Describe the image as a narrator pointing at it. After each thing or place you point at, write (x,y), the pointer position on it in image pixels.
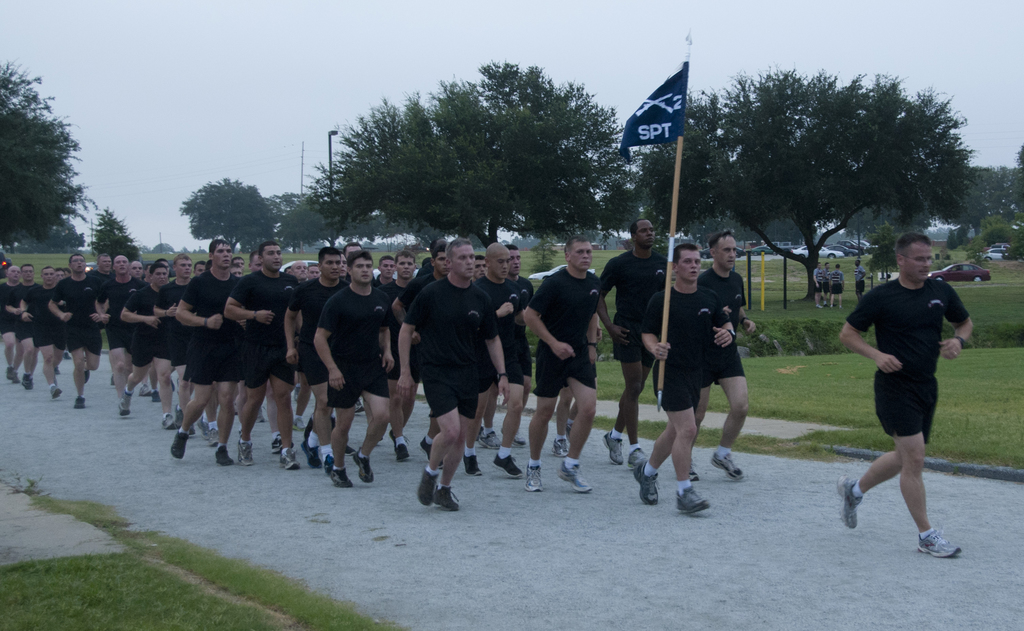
In this image we can see group of people (382,379) are running on the road (383,532) and there is a person (674,444) holding a flag (639,137) with his hand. Here we can see grass (79,585), poles (330,184), trees (628,228), vehicles (737,252), and few people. In the background (144,55) there is sky (875,69).
